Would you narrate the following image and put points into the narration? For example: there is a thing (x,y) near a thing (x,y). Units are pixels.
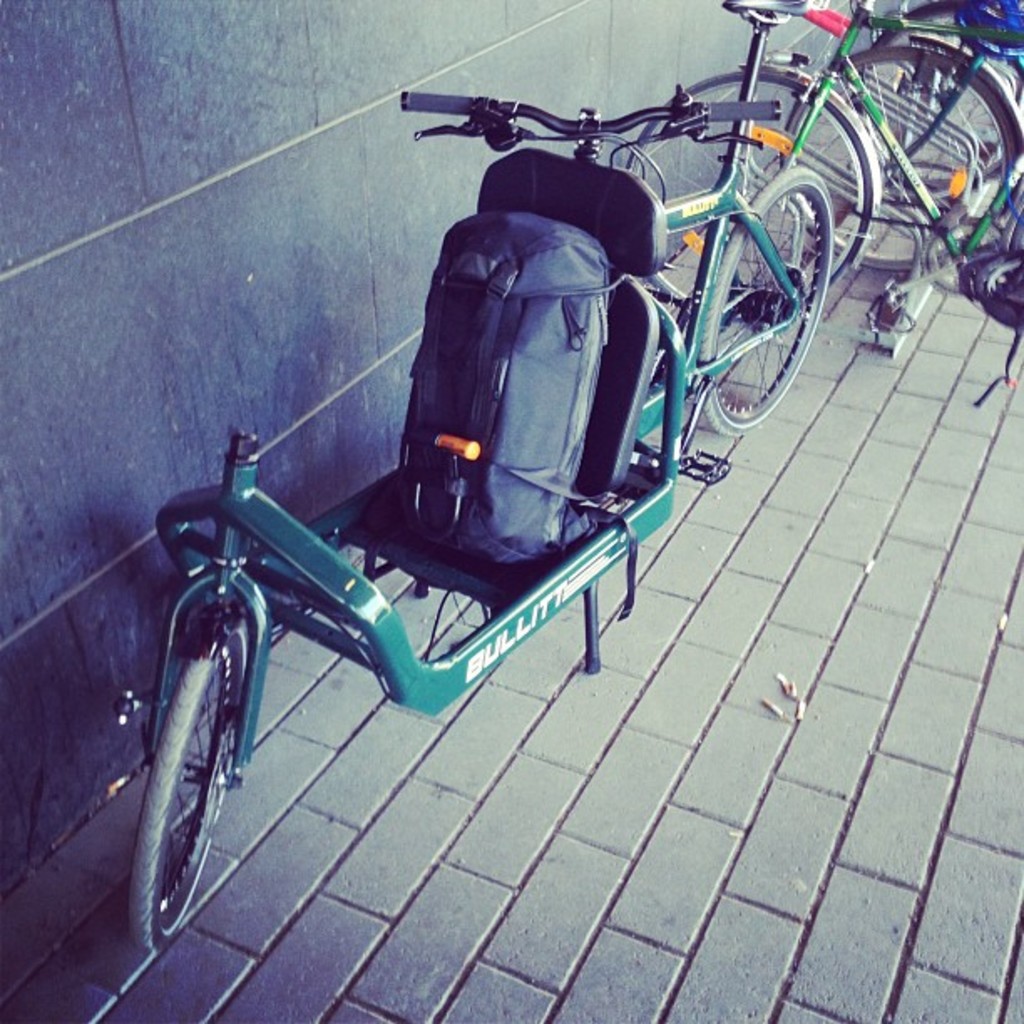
In this image In the middle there are many cycles (866,178). On the left (311,586) there is a vehicle (308,593) on that there is a backpack (504,428). In the background (561,18) there is a wall (513,60).
